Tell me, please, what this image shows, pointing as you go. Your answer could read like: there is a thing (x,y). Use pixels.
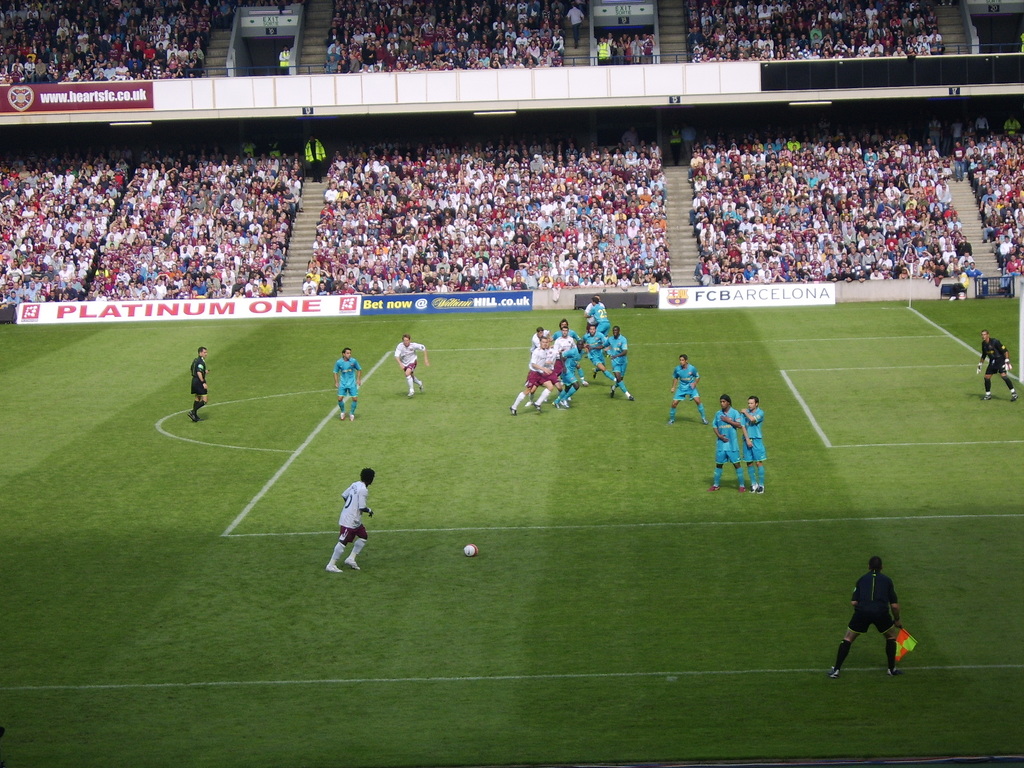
In this image, we can see a crowd (333,269). There are some persons (597,308) wearing clothes (586,315) and playing a football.
